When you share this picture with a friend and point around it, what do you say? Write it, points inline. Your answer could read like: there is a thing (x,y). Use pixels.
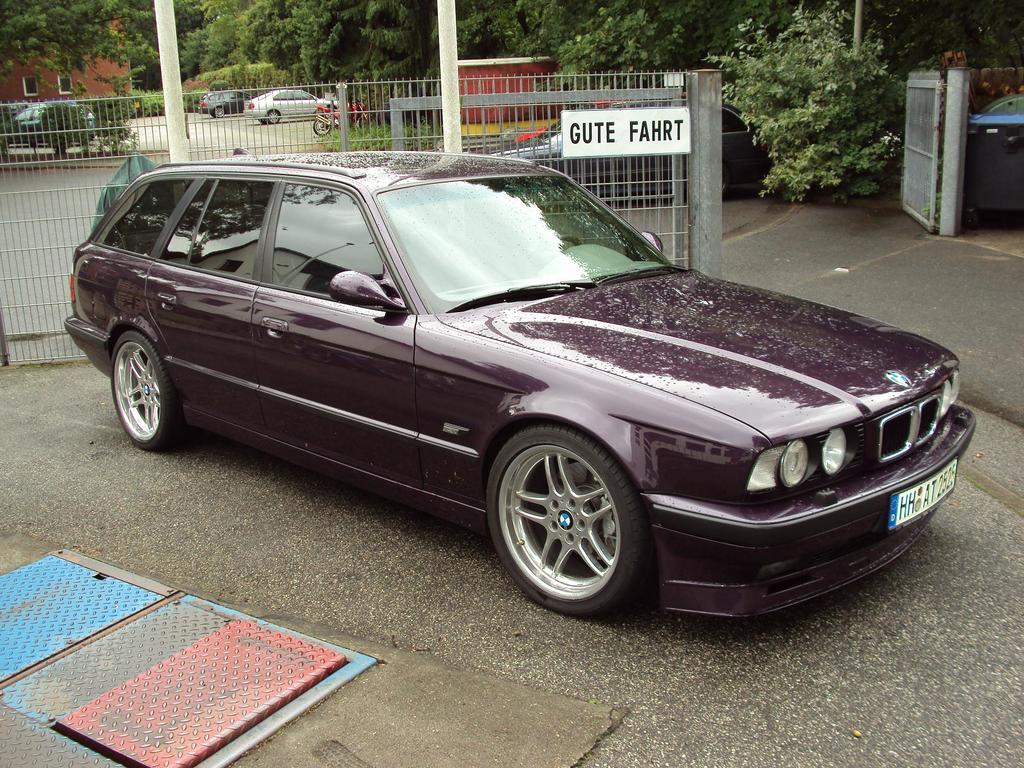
In this image we can see a car (642,396). In the back (186,117) there are railings (520,130). Also there is a board (620,135) with something written. There are poles (443,79). In the background (567,36) there are trees (432,47), buildings (90,67) and vehicles (266,110). Also there are gates (965,118) with poles (947,118).
